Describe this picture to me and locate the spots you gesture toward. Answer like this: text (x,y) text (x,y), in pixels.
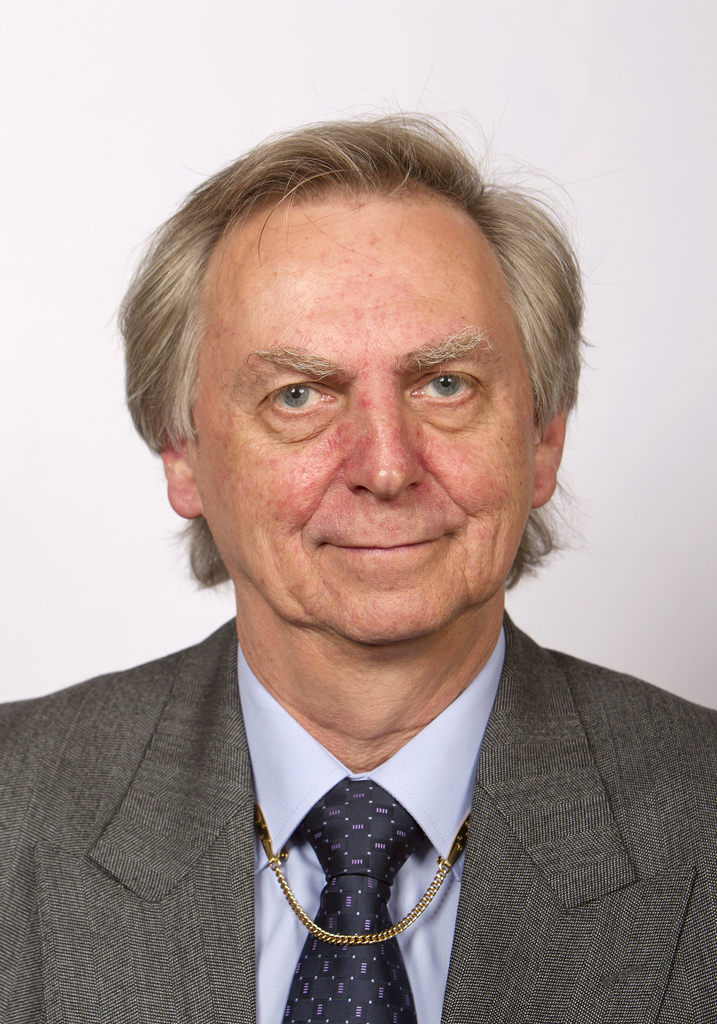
In the center of the image (274,561) we can see a man (211,860). He is wearing a suit (620,908). In the background (647,94) there is a wall (32,121).
